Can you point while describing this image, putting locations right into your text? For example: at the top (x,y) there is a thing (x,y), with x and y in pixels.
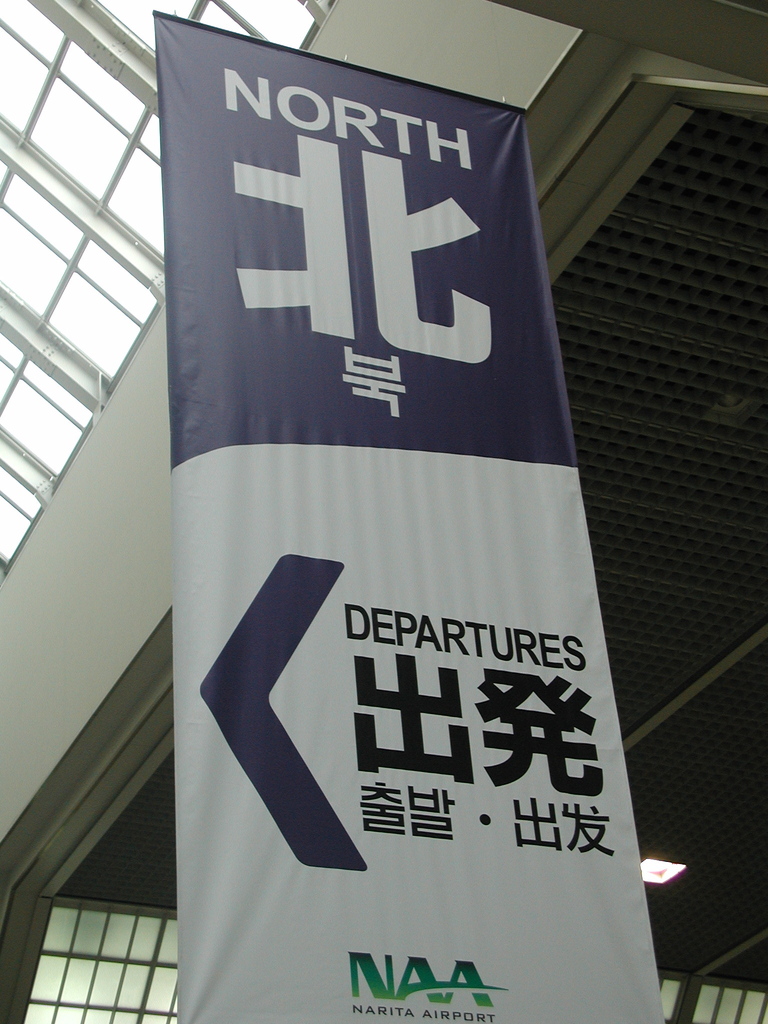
In the foreground of this picture (340,632), there is a banner (340,525) hanging and in the background (67,320), there is a glass ceiling (58,149) and a light (652,871).
